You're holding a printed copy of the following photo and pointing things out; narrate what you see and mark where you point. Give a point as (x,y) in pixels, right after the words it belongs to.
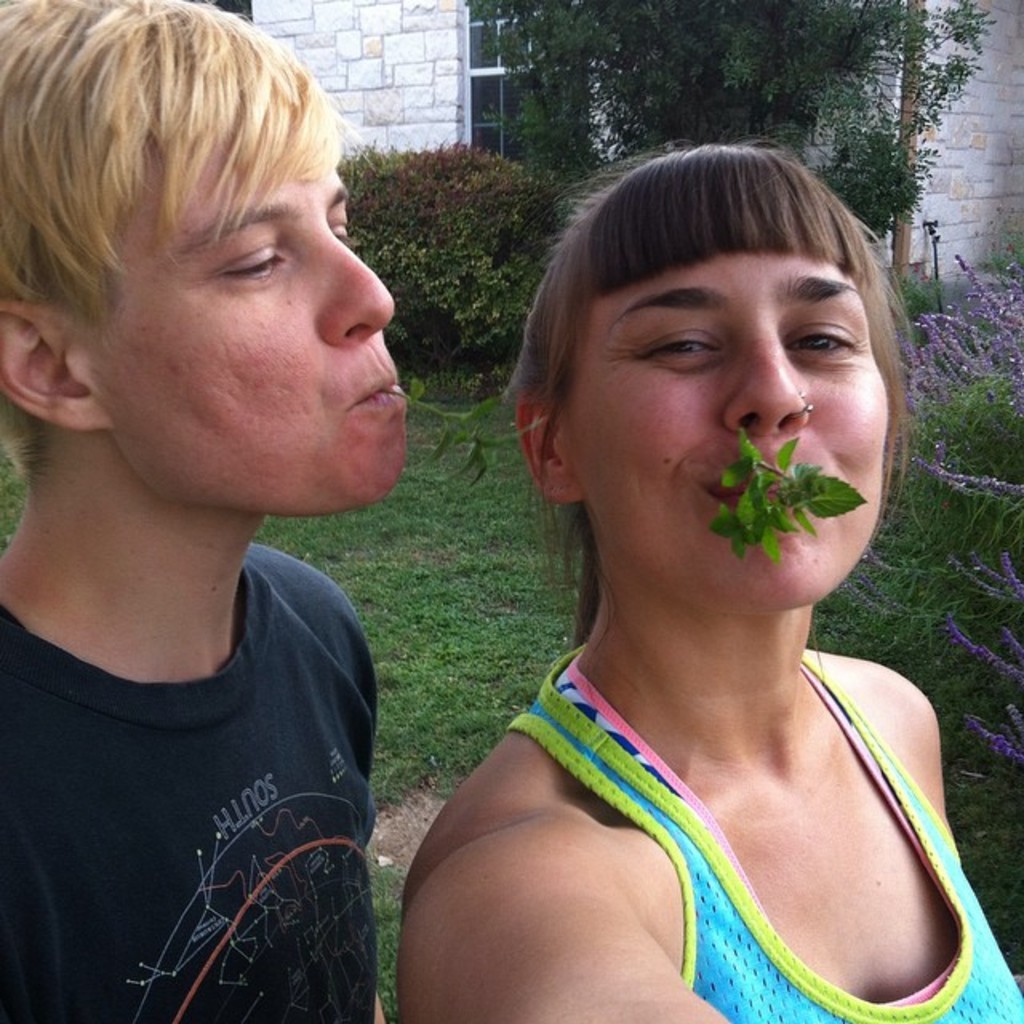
As we can see in the image there is grass (426,510), plants (447,284), trees (661,131), windows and building (974,69). In the front (387,427) there are two people (520,992) standing. The man (227,596) on the left side (110,570) is wearing black color t shirt (53,888). The woman (869,511) on the right side (869,511) is wearing sky blue color dress (797,980).
